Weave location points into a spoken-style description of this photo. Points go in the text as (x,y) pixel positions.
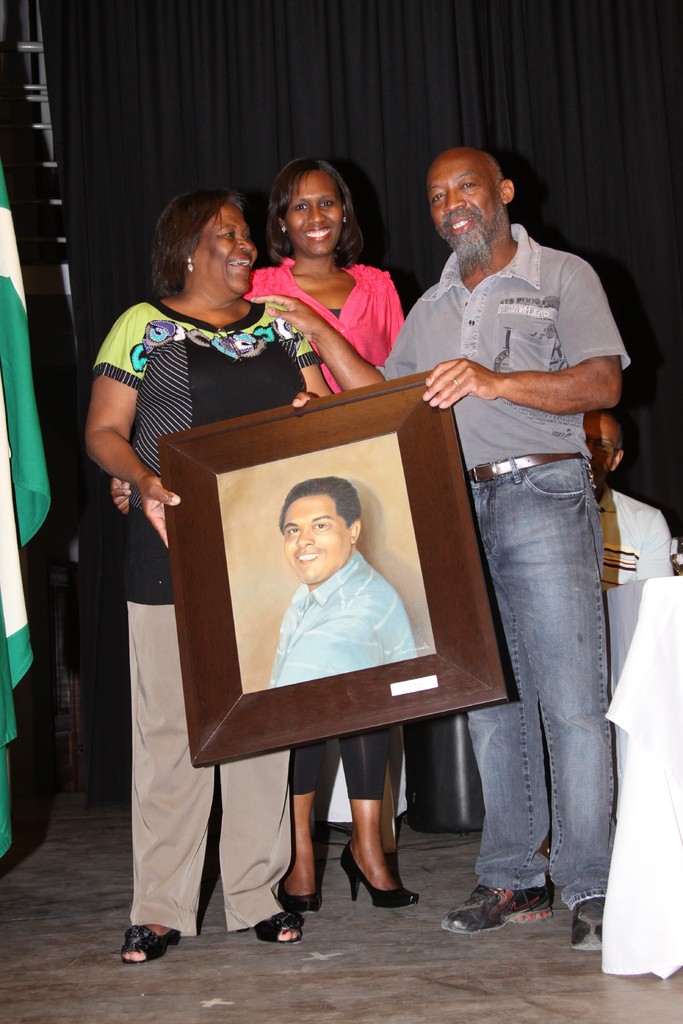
In the foreground (405,442), I can see three persons (514,475) are standing on the floor (189,958) and are holding a photo frame (362,686) in hand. In the background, I can see a cloth (4,224), curtain (126,240), metal rods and a person (625,571). This picture might be taken on the stage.
